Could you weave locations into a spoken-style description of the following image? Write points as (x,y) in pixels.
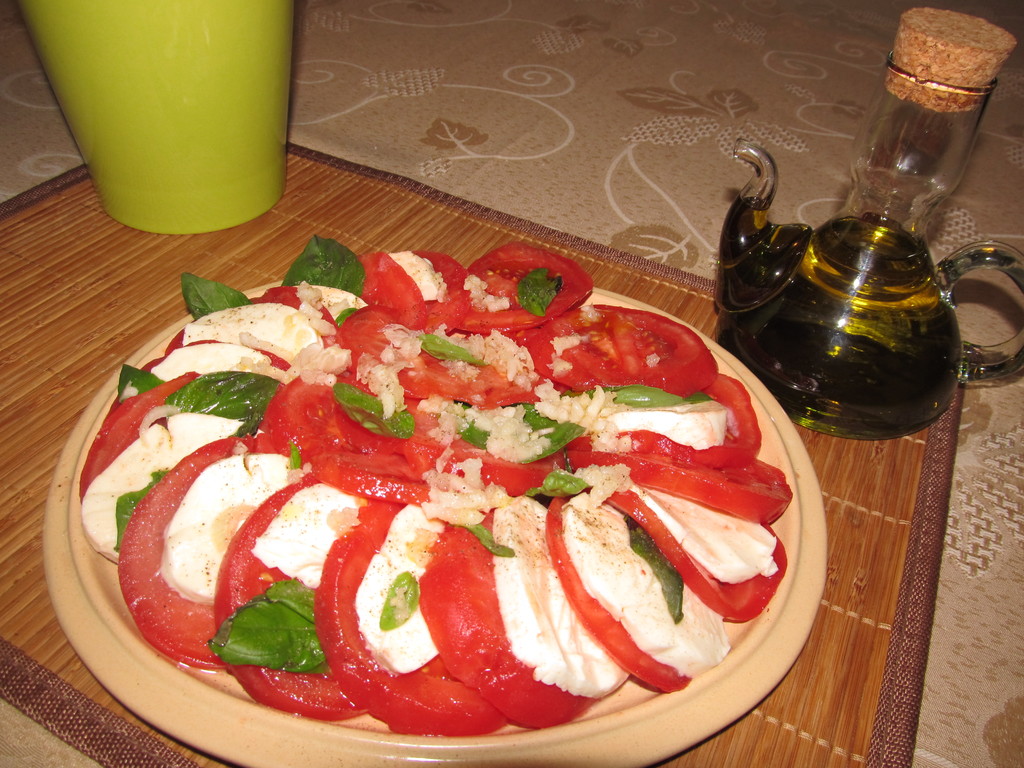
In this image I can see the cream and brown colored surface (578,148) and on it I can see a wooden sheet (328,194). On the sheet (313,183) I can see an oil bottle (829,328), a cream colored plate (117,589) with food item (138,618) on it which is red, white and green in color and a green colored glass (86,11). I can see a glass (867,163) with brown colored object (941,63) on it.
